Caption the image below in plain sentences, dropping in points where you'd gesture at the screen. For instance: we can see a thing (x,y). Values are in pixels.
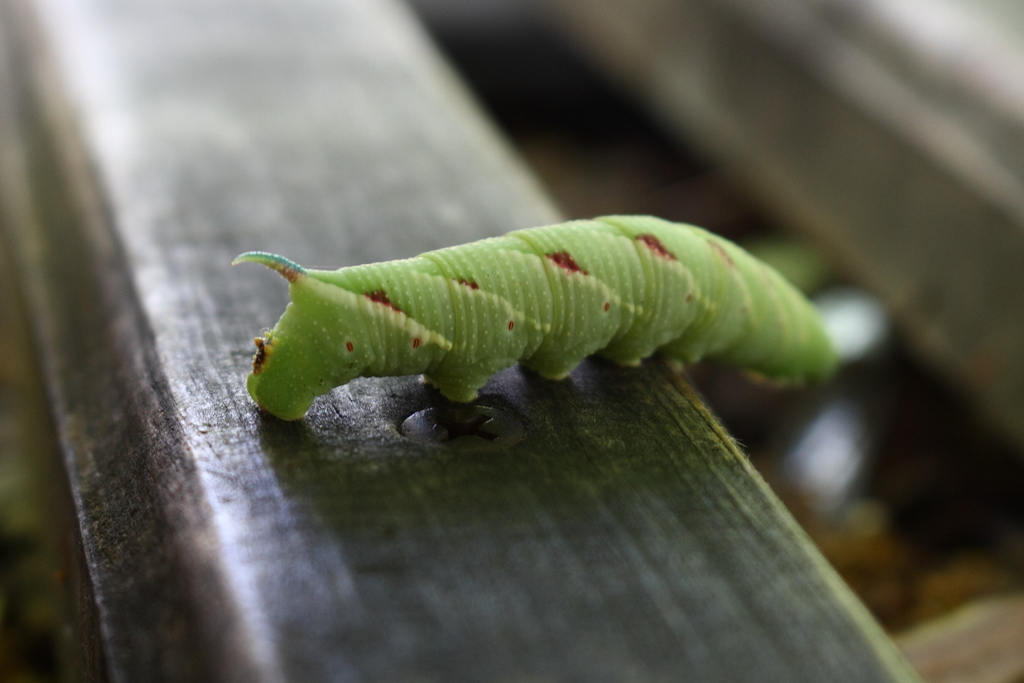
In this image we can see an insect (413,299) on the wooden object (424,516) and blur background (721,210).
